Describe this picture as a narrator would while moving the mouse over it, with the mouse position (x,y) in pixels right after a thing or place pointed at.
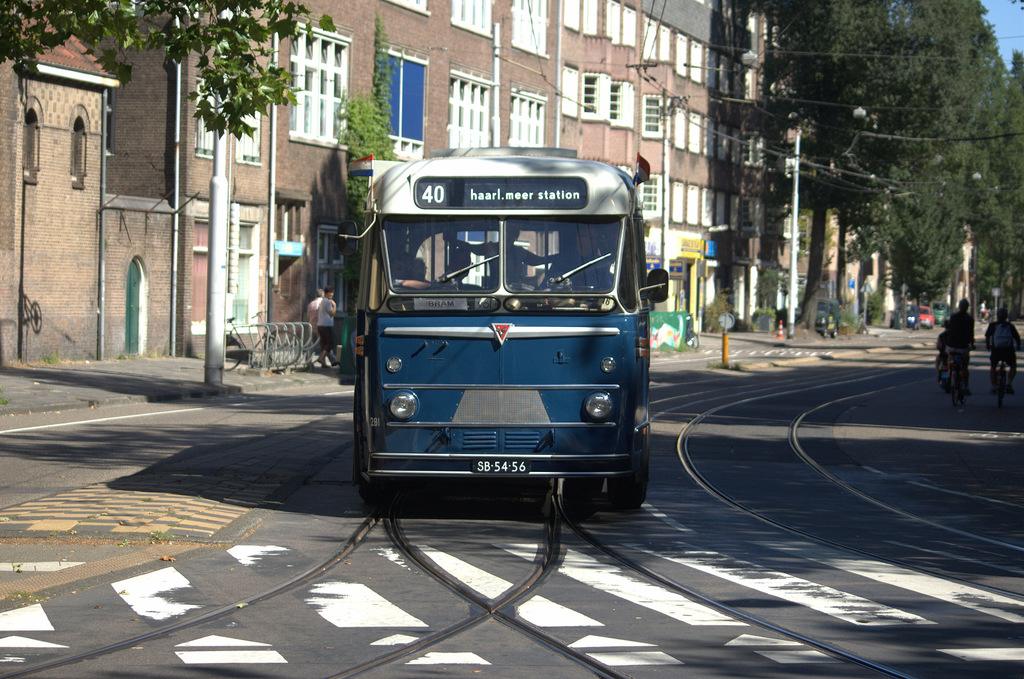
In the center of the image (434,371) we can see a bus (590,468) on the road (629,594) and there are people (943,346) riding bicycles (960,355). In the background (324,191) there are buildings (676,120), trees (800,111), poles (800,140) and wires (888,182).
